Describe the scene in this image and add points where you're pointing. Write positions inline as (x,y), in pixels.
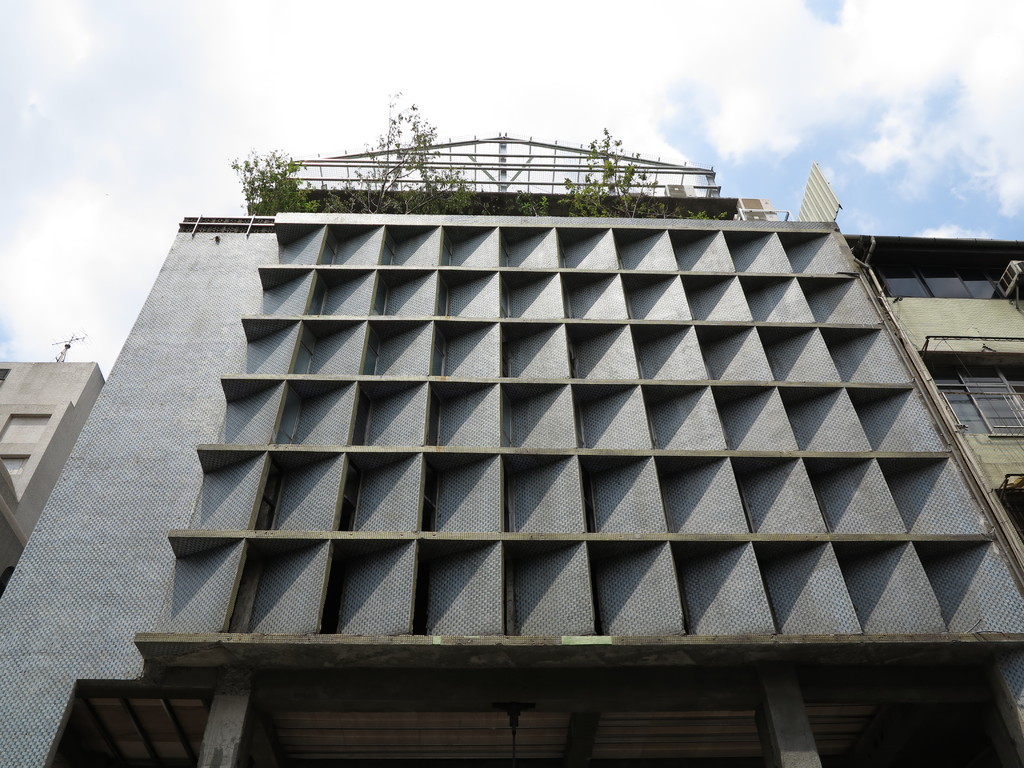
In this image, we can see a building (879,479). On the right side (987,436), we can see a building (990,331) and a glass window (1017,416), on the left side (22,475), we can see a building (50,390). At the top (355,172), we can see some plants (291,181) and a sky (705,82) which is a bit cloudy.
